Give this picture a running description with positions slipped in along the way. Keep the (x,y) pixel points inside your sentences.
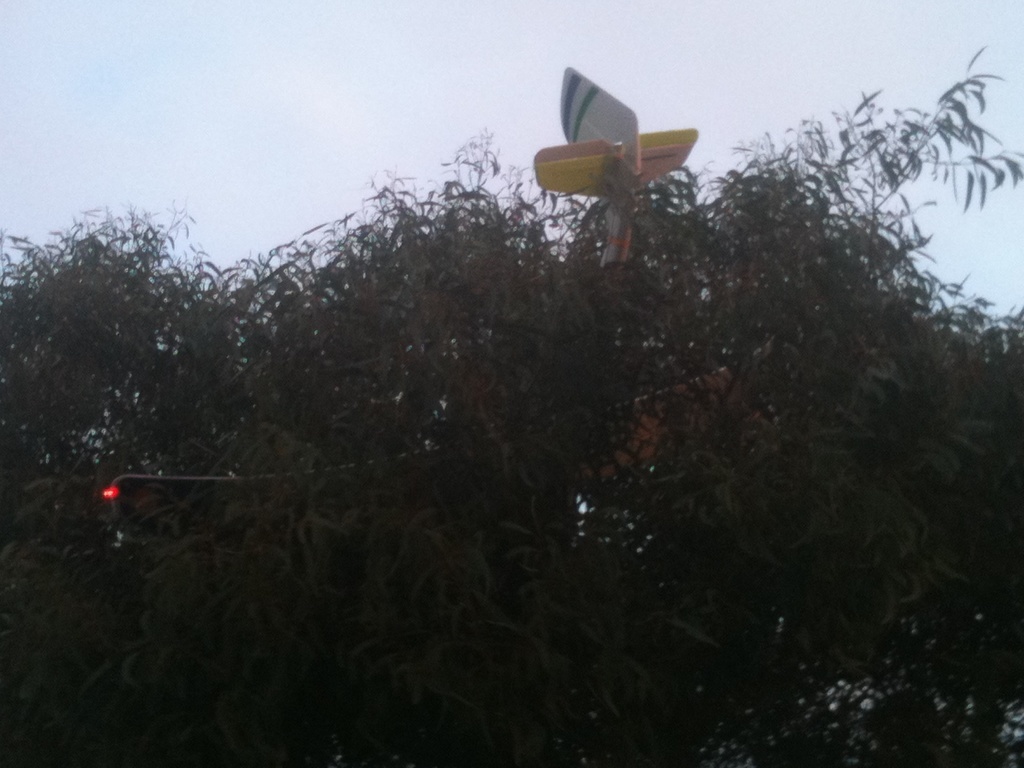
In this image I see the leaves (301,320) and I see the red light (106,493) over here and I see a thing (578,119) over here. In the background (420,51) I see the sky (1002,53).
